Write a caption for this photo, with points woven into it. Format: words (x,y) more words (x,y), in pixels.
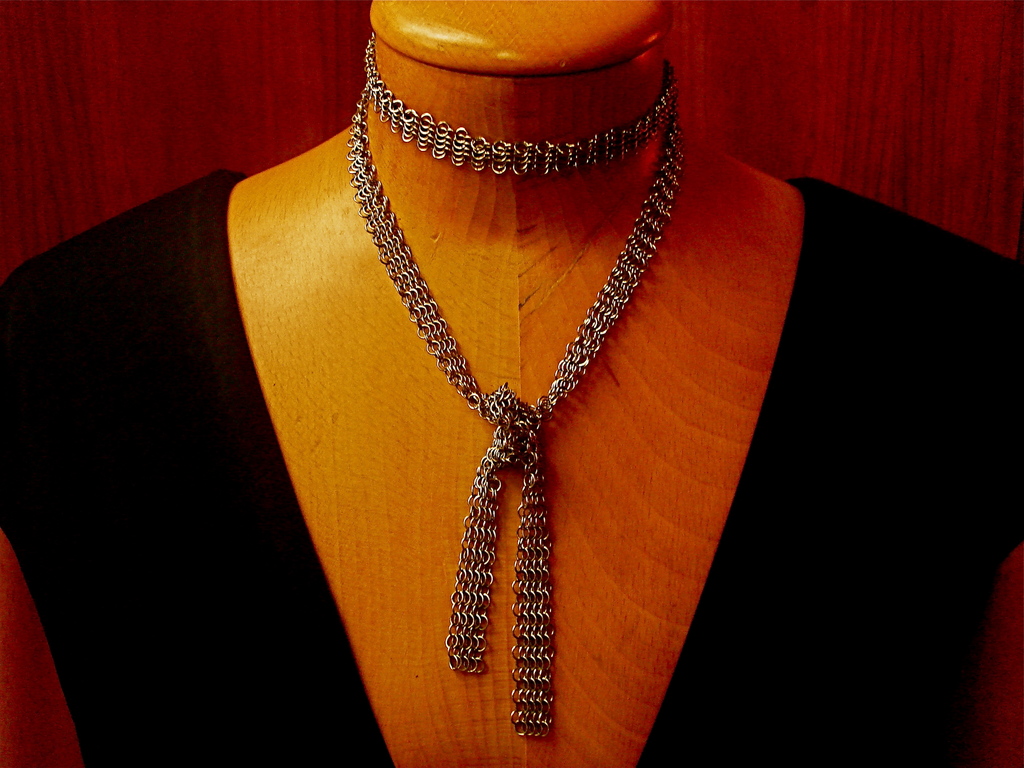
In this image there is a depiction of a person's body (637,493) without a face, wearing a black color dress (856,282) and there is like a chain (372,202) on the neck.
